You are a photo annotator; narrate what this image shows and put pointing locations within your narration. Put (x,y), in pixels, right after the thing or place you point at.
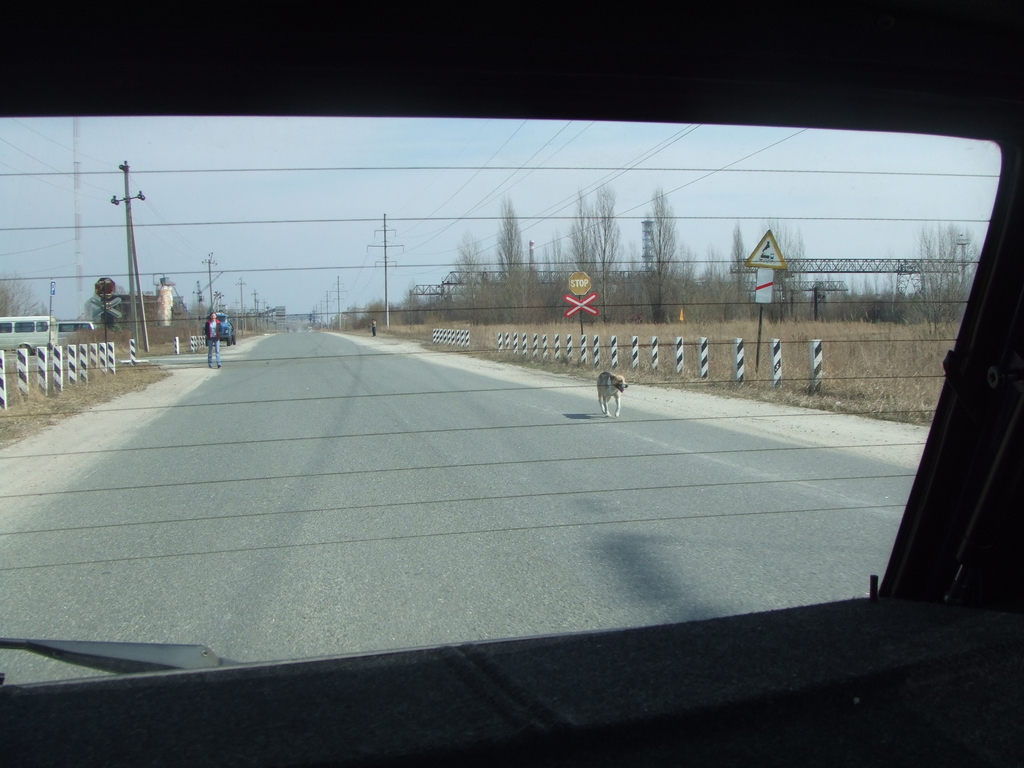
In this image we can see a person (211,357) standing on the ground (245,390), we can also see a dog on the road (188,419). On the left side of the image (224,340) we can see a group of poles (106,365), some vehicles (30,335) parked on the ground (196,442). On the right side of the image (694,280) we can see sign boards (769,255) with some text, a group of trees (896,293) and grass (726,331). At the top of the image (171,243) we can see the sky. In the foreground of the image (978,286) we can see windows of a vehicle (78,45).
